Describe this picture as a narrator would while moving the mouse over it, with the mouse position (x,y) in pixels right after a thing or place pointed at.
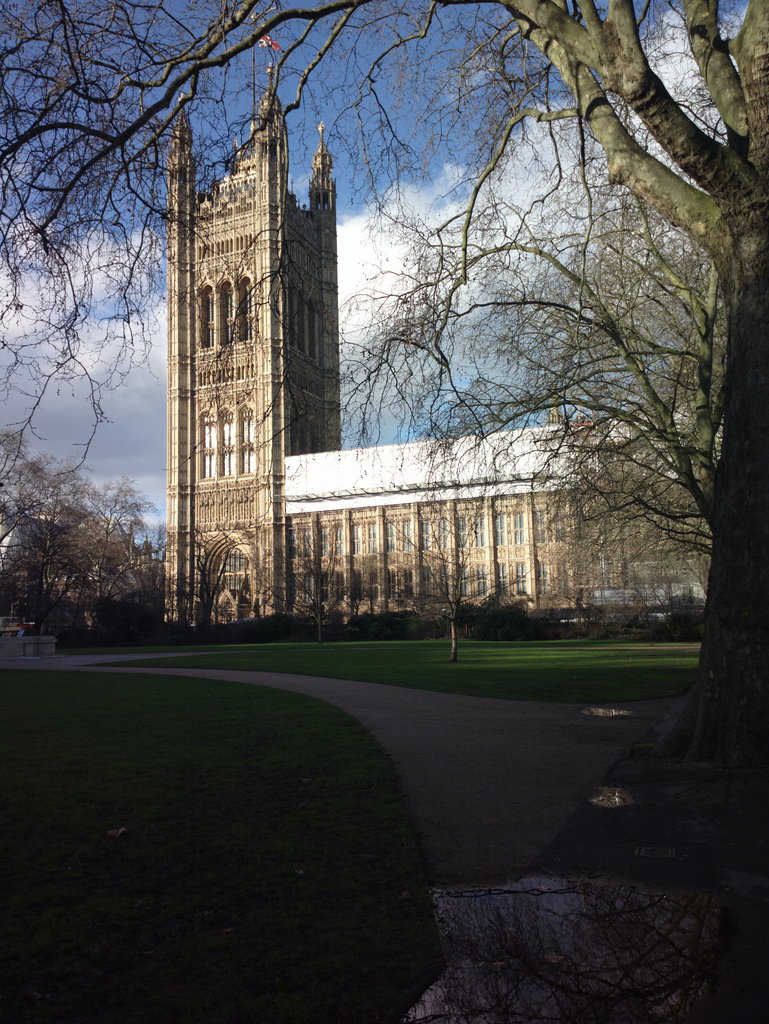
In this image we can see the grass (363,864), pathway (465,792), trees (732,720), stone building (458,449) and the sky (154,388) with clouds (622,199) in the background (458,312).
